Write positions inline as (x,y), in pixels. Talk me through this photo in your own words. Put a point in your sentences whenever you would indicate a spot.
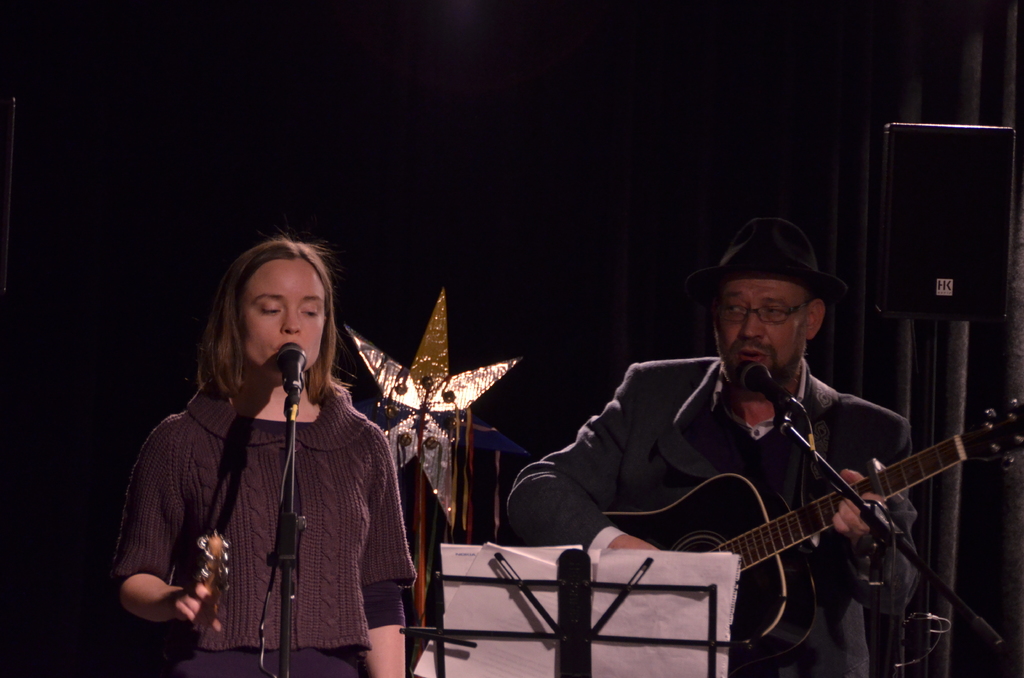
In this image there is a woman (360,424) and a man (679,383), a woman (307,368) singing song in front of a micro phone (289,363) a man (655,409) is holding a guitar (727,487) and playing there is a micro phone (776,389) in front of a man (758,362), at the back ground (449,114) i can see a curtain (437,127).
